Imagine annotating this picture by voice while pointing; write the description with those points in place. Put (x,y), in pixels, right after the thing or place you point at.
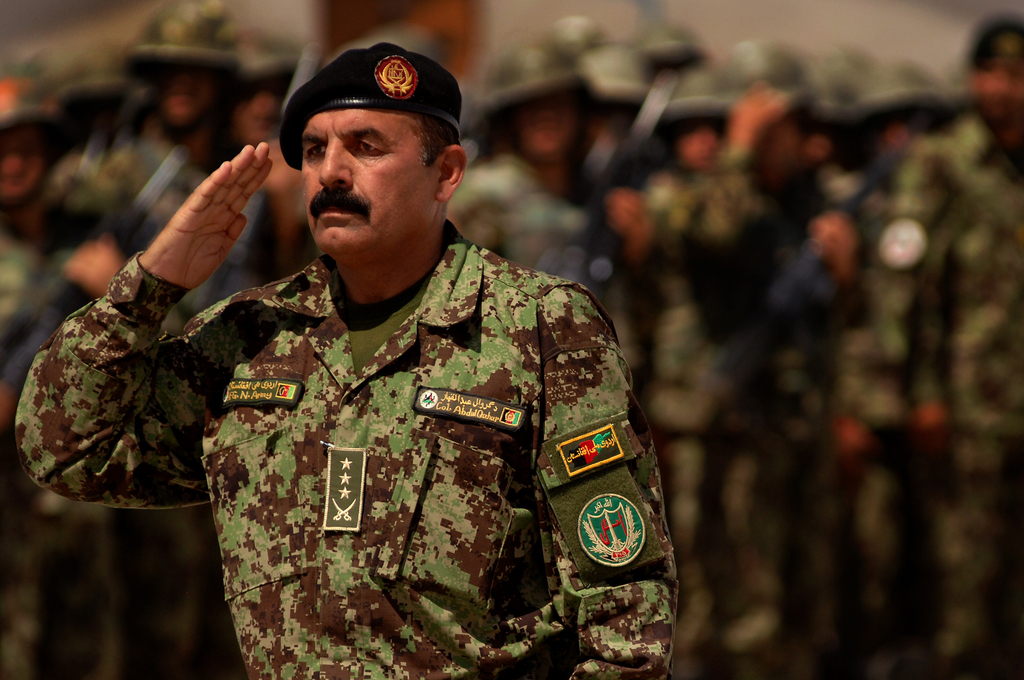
In this image there is a person (249,298) standing and saluting, behind the person (191,473) there are a few people (594,139) standing.
